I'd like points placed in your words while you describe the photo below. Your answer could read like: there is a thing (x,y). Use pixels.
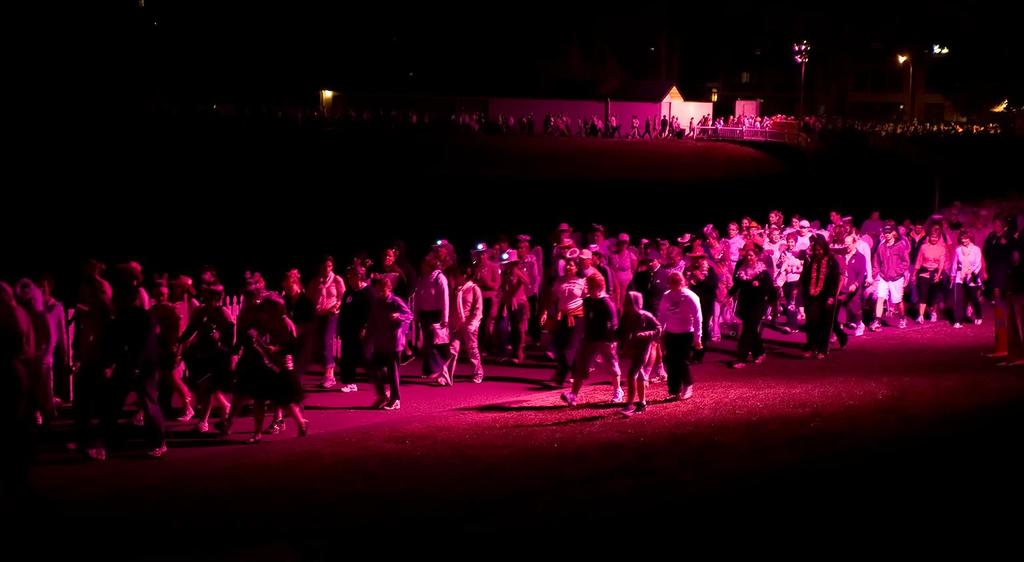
In this image in the center (566,258) there are a group of people (396,315) who are walking, at the bottom (856,447) there is a walkway (516,380). And in the background (777,72) there are some trees (993,108), buildings (895,100), poles (912,101), street lights (909,82) and there is a black background (116,100).
